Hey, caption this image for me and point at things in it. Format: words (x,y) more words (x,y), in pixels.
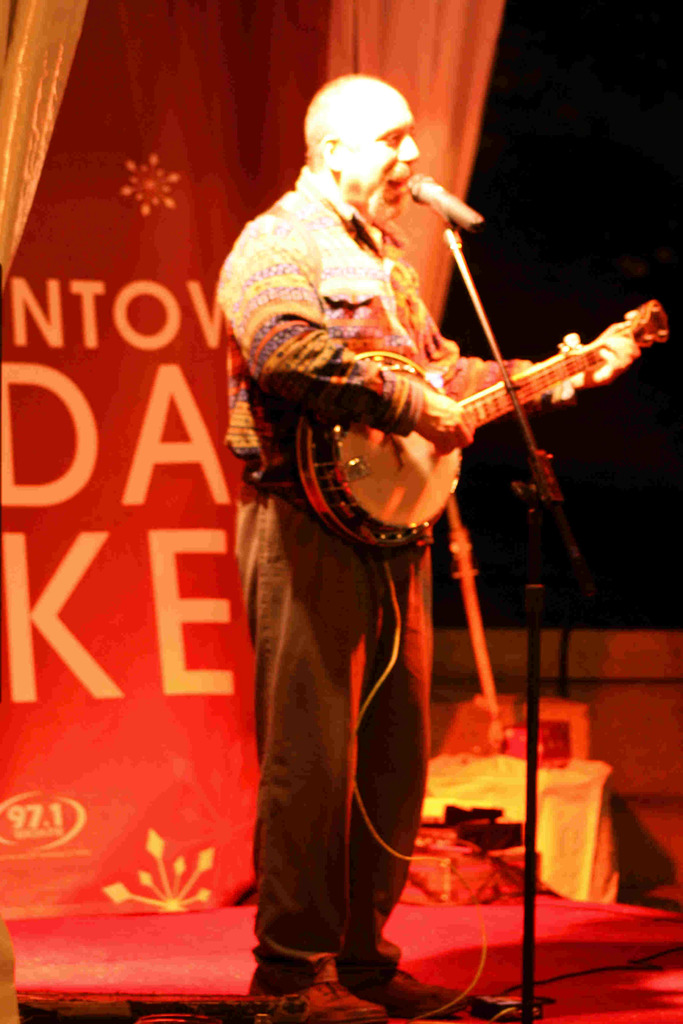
In this image in the front (389,408) there is a man (302,529) standing and holding a musical instrument (369,445) in his hand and singing and in front of the man (373,290) there is a mic (440,207). In the background (150,317) there is a board (125,360) with some text (79,400) written on it and there are curtains (26,156) in front of the board (252,122) and on the ground (471,983) there are objects (461,855).
